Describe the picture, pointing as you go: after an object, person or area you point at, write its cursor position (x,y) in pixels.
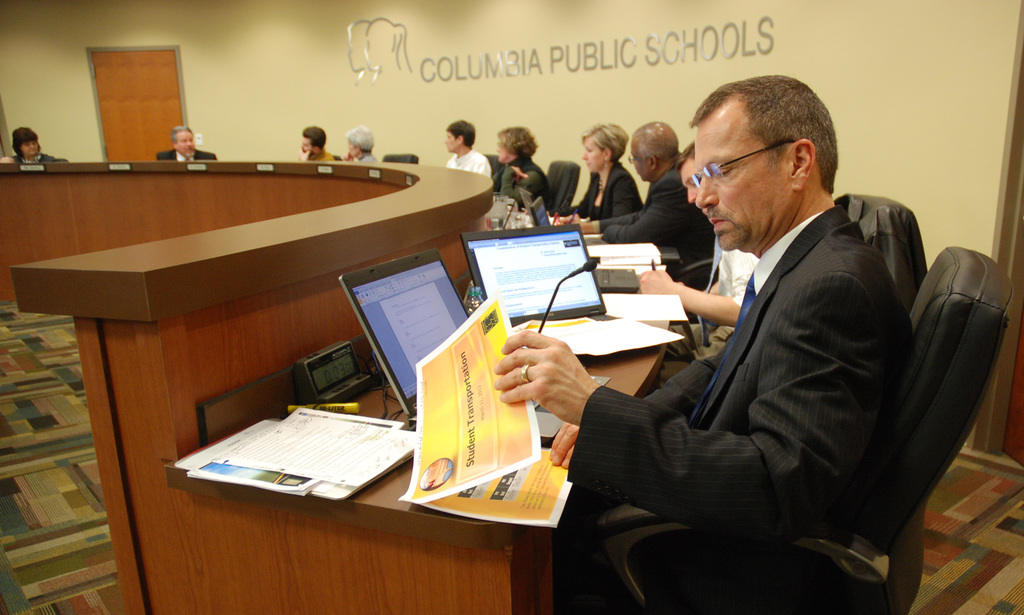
In this picture we can see laptops (561,253), papers (405,433), marker (339,406) and the objects (319,366) on the table (27,178). We can see a person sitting on the chair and holding a paper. There is a person (726,295) holding a pen (651,265) in his hand (671,278). We can see a few people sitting on the chair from left to right. We can see some text (720,54) on a cream surface (227,94) and a door (170,118) in the background (227,113).
